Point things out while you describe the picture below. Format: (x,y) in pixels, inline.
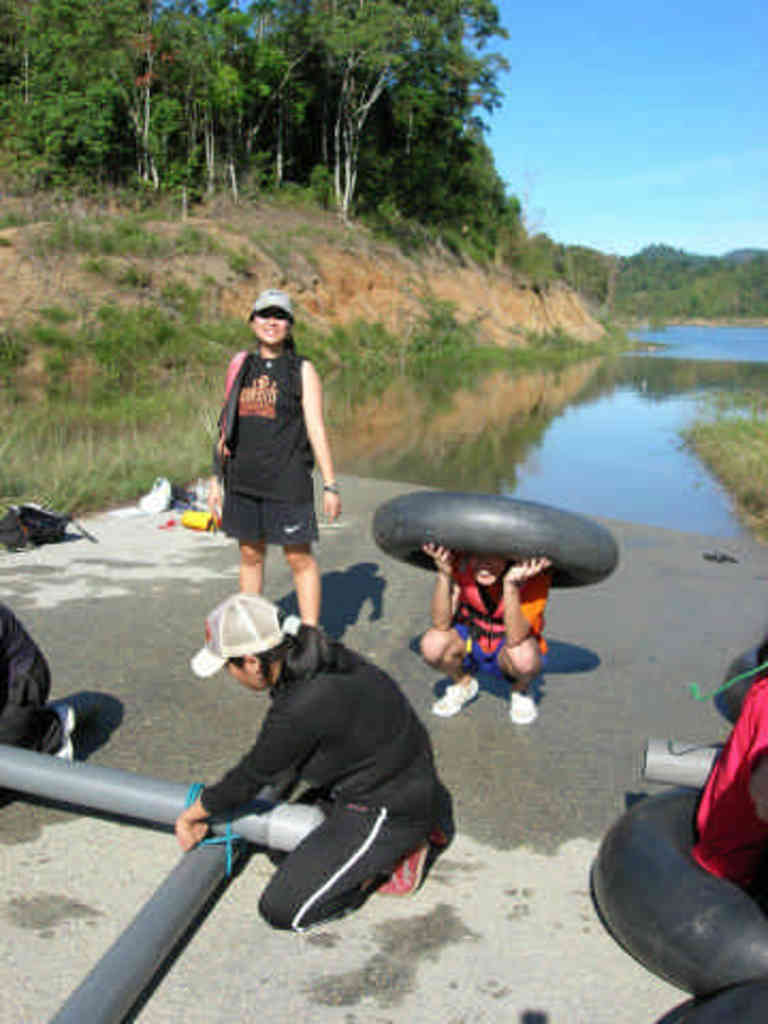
In this image there is a woman (307,873) in the middle (324,642) who is kneeling down and tying the rope (216,840) to the pipes (185,868). Beside her there is another woman (242,476) who is standing on the floor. In the middle (478,599) there is a person (448,557) who is in squat position by holding the tyre (487,527). In the background (626,359) there is water (605,364). At the top (628,27) there is the sky (615,48). On the right side (629,270) there are trees (668,260). On the left side (117,396) there is grass (133,362) at the bottom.
